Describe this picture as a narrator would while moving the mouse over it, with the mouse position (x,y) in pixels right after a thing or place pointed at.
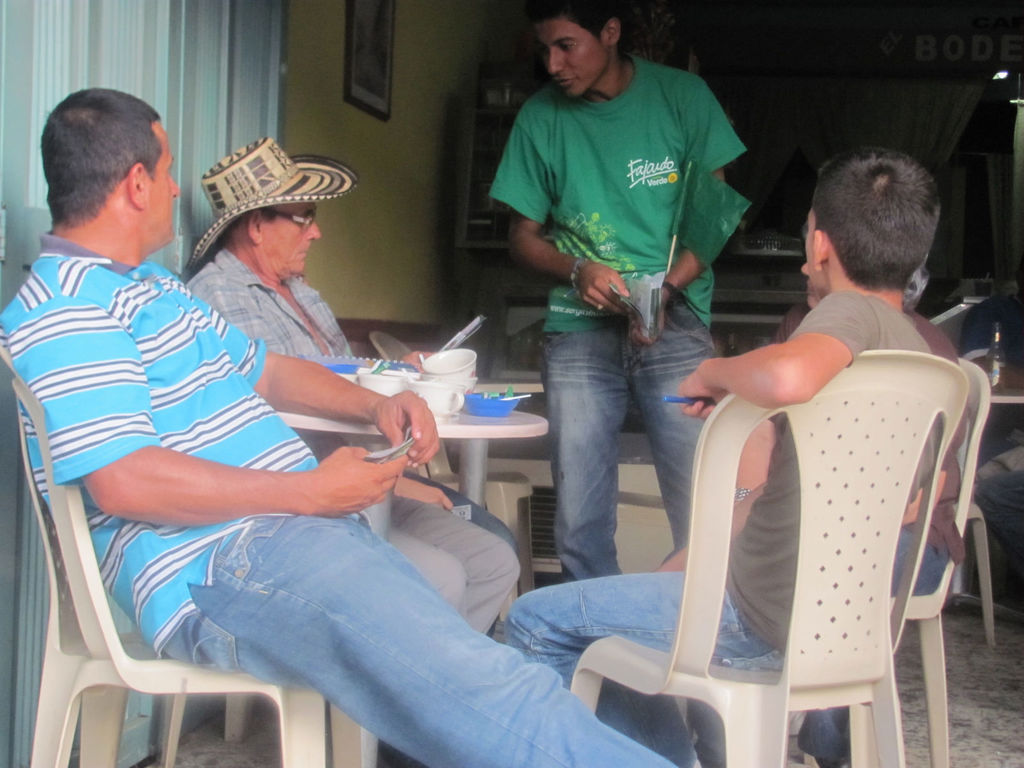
In the image there is a table (312,418). There are people (431,515) sitting around the table (485,451). The man (582,477) in the green shirt (627,245) is standing and holding some papers (628,304) in his hand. There are cups (442,360), bowls (478,405) and some plates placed on the table (492,433). In the background (817,116) there is a curtain (793,116), a wall (451,113) and a door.
